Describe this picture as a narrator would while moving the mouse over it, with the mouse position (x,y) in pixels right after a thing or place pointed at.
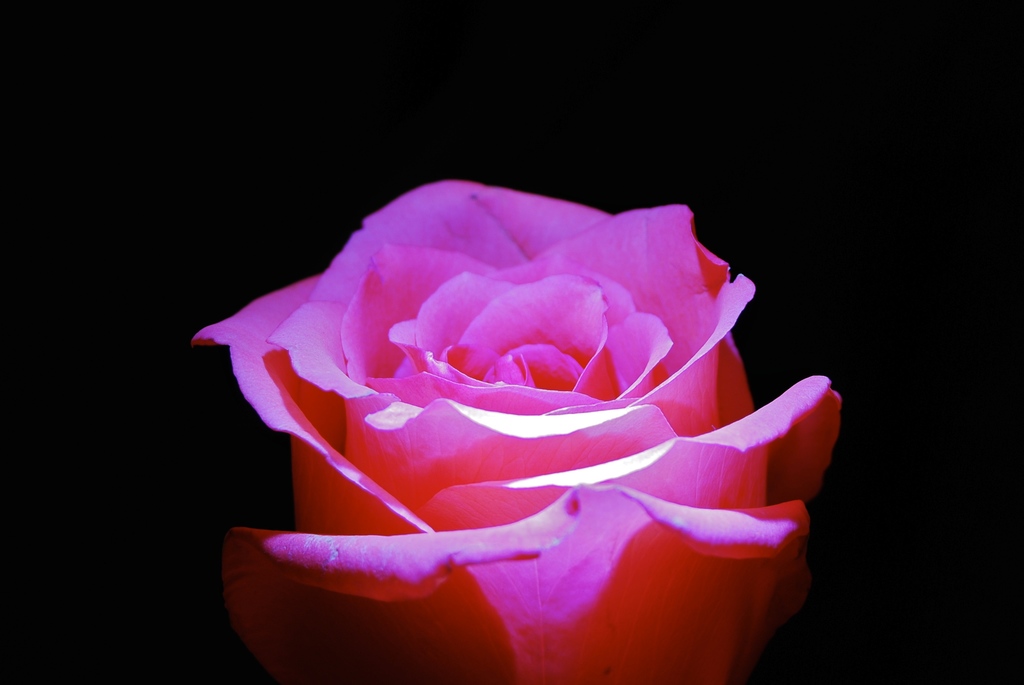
We can see a pink flower (716,432). In the background (347,109) it is dark.
